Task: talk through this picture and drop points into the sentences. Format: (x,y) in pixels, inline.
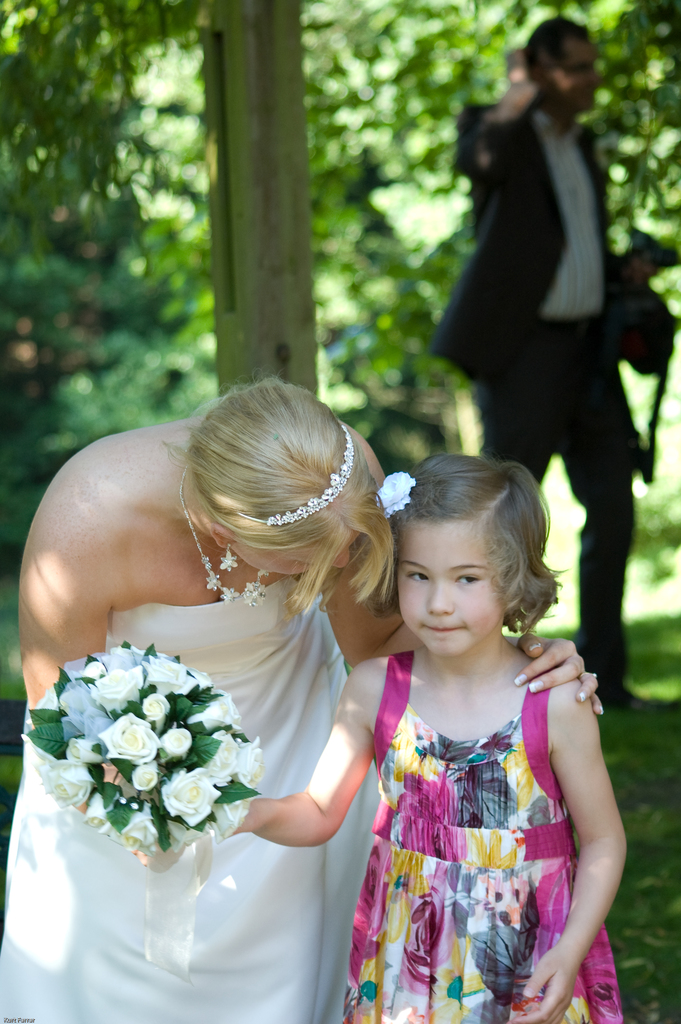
In this image there is a women (295,598) and a girl (379,724) standing and holding a bouquet (145,799), in the background (541,391) a man (539,313) standing and there are trees (324,131).
